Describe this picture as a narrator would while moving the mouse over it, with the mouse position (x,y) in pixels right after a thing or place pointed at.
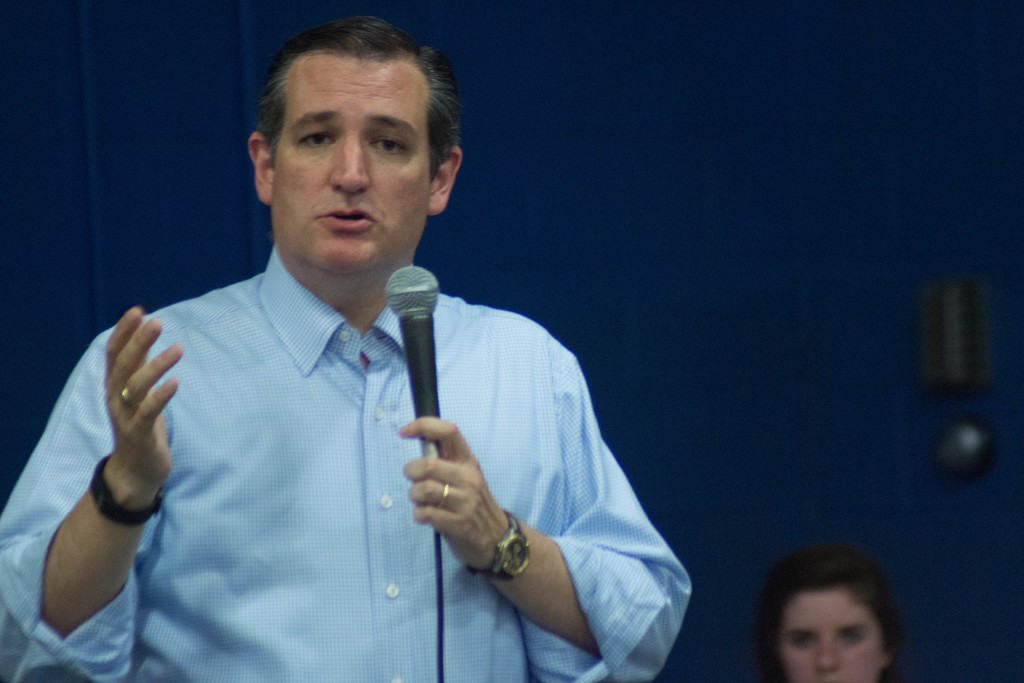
In this picture we can see a man (288,231) is talking with help of microphone (407,326) in the background (836,638) woman (831,601) is seated.
